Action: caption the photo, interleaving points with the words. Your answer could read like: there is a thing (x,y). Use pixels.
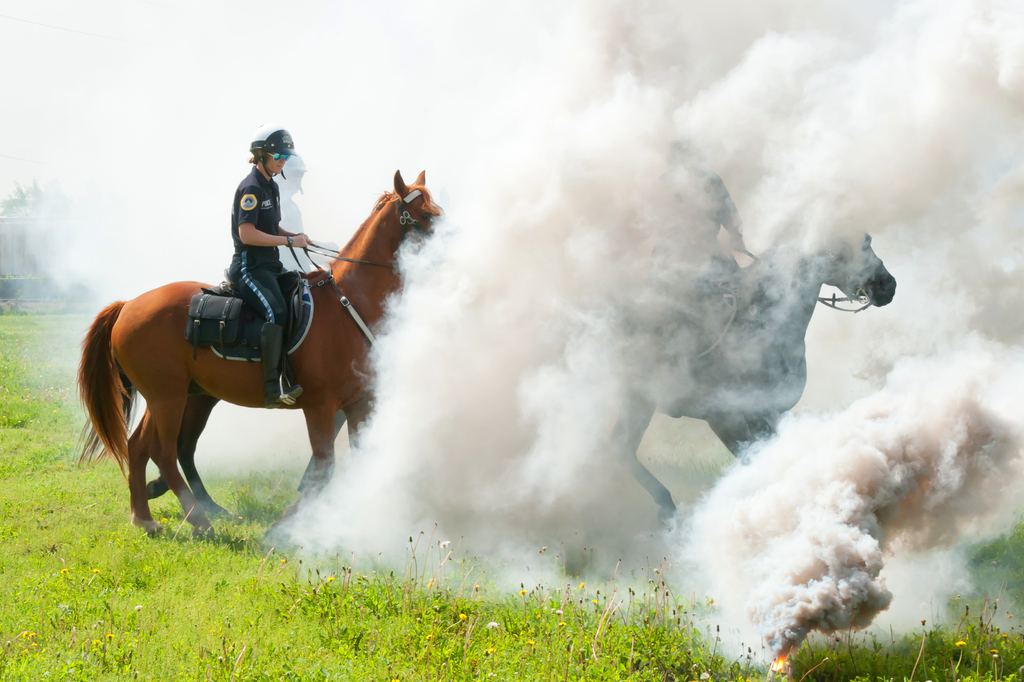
In this image I can see few people (275,348) are sitting on the animals (360,420). I can see few flowers (398,681), grass (377,651), smoke (672,222) and the sky (37,136).
